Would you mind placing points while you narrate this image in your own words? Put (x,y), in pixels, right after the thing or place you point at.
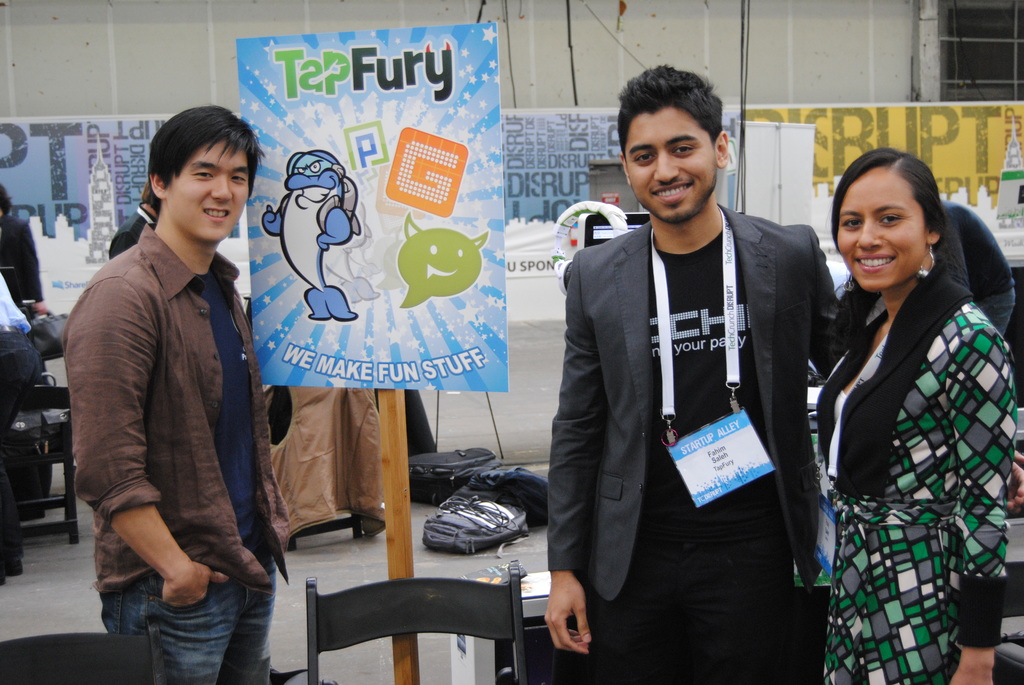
In this image we can see this people (143,513) are standing. We can see a board (415,374), bags (441,489), chairs (405,603) and banners (531,157) in the background (524,180).
